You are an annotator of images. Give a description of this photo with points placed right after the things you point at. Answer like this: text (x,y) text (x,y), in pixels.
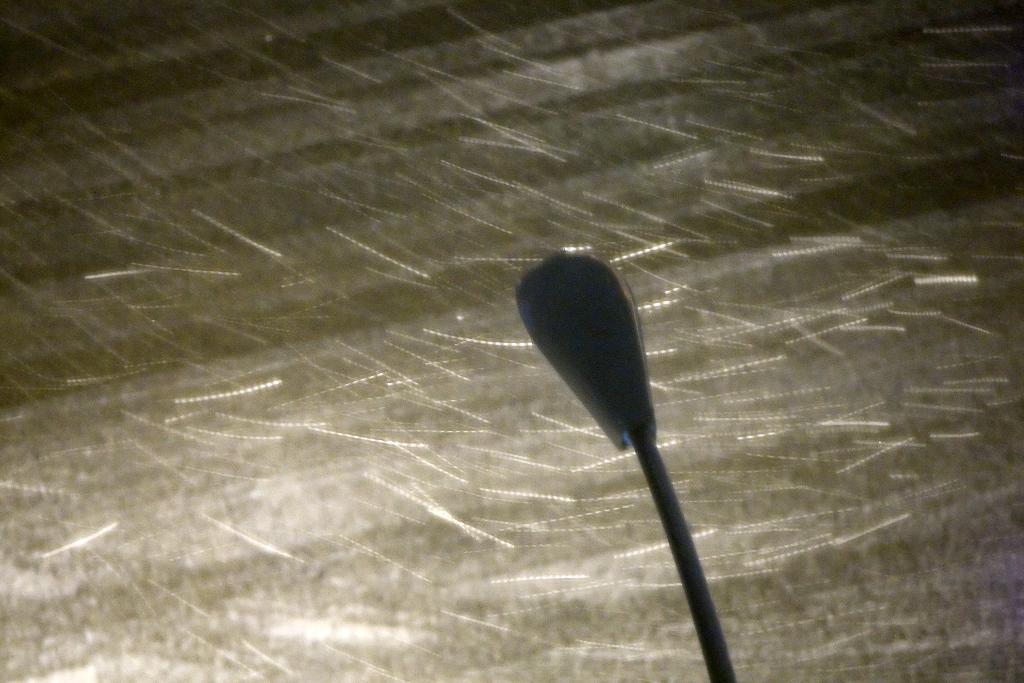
In this image I can see a light pole (597,290) and the gray colored background (281,212). I can see few blurry objects (371,436).
